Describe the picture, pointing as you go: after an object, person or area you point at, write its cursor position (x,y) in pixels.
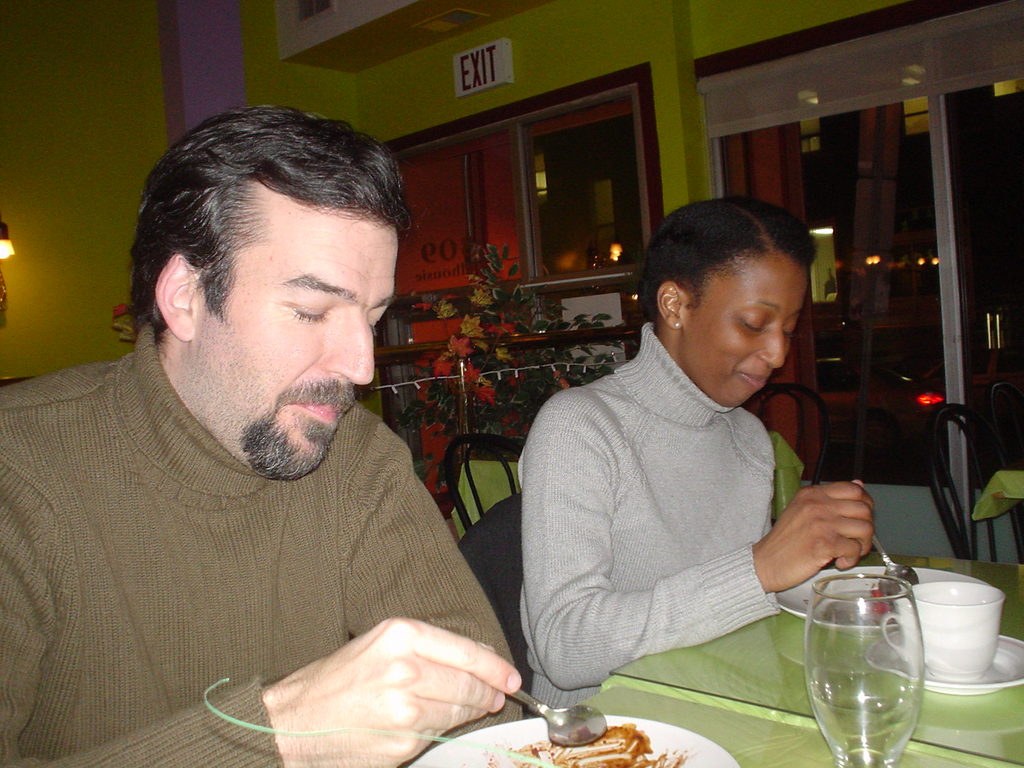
The man (61,454) on the left side of the picture (232,504) wearing a brown sweater (225,627) is sitting on the chair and he is holding a spoon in his hand (481,670). Beside him, we see the woman (582,506) in grey sweater (622,534) is also sitting on the chair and she is holding a spoon (883,553) in her hand (836,522). She is smiling. They might be eating. In front of them, we see a table (668,690) on which two plates (515,739), cup (909,635), saucer (946,683) and glass (807,683) are placed. Behind them, we see a flower vase (511,330), windows (534,268), lamp (1,230) and a wall (13,286) in green color. We even see an exit board (478,89) is placed on the wall (537,71). On the right side (809,281), we see a door (964,341) and a curtain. This picture might be clicked in the restaurant.
